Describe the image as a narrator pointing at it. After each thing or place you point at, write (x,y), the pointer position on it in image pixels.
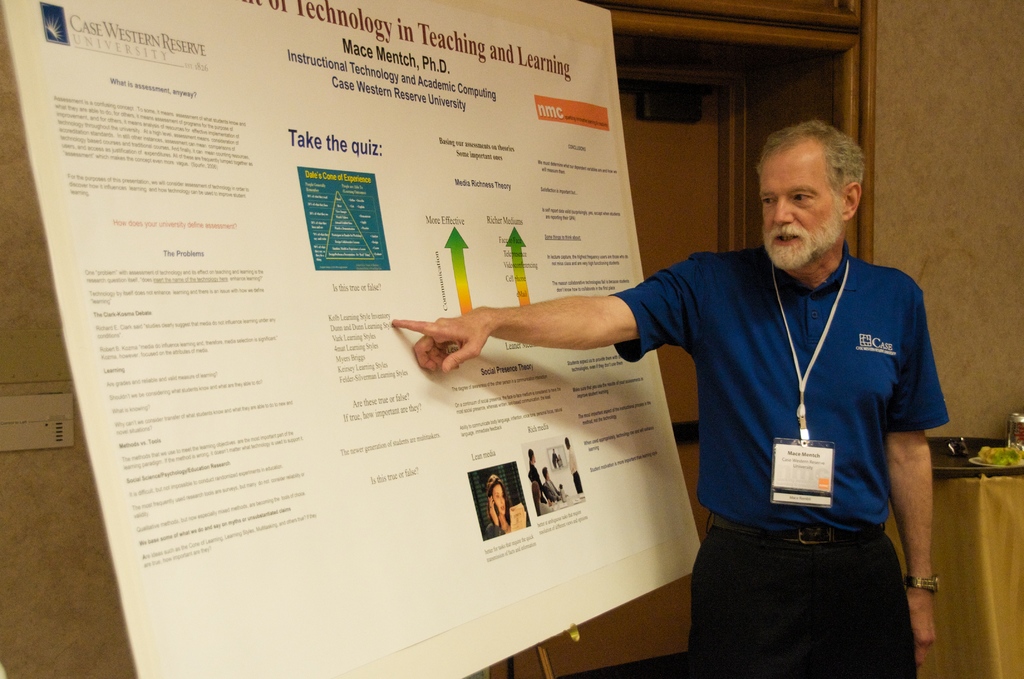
In this picture we can see a man (792,627) wore an ID Card (782,470), standing and in front of him we can see a board (303,343). In the background (881,134) we can see the walls (902,32) and some objects (951,465).
